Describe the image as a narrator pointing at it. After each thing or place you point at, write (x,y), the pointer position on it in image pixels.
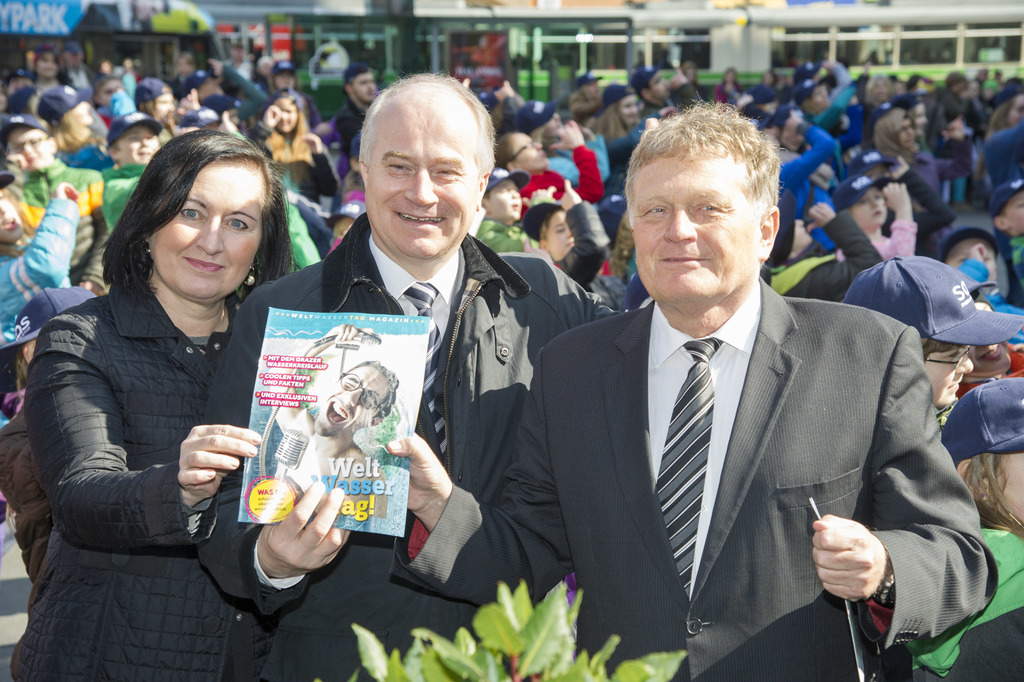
There are three persons (535,430) holding a book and in the background (30,177) we can see a group of people (800,128).
